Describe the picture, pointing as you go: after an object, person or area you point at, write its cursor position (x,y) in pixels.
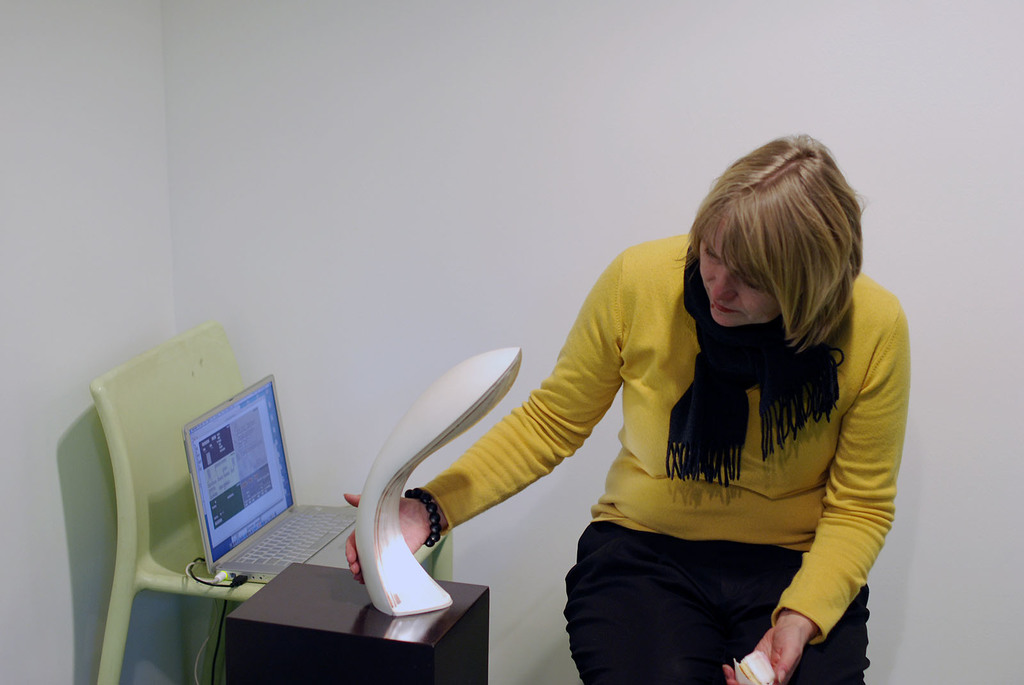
In this image we can see a person (804,459). A lady (804,459) is holding some objects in her hands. There is a laptop (336,520) on the chair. There is an object (417,614) placed on an object (294,655).
